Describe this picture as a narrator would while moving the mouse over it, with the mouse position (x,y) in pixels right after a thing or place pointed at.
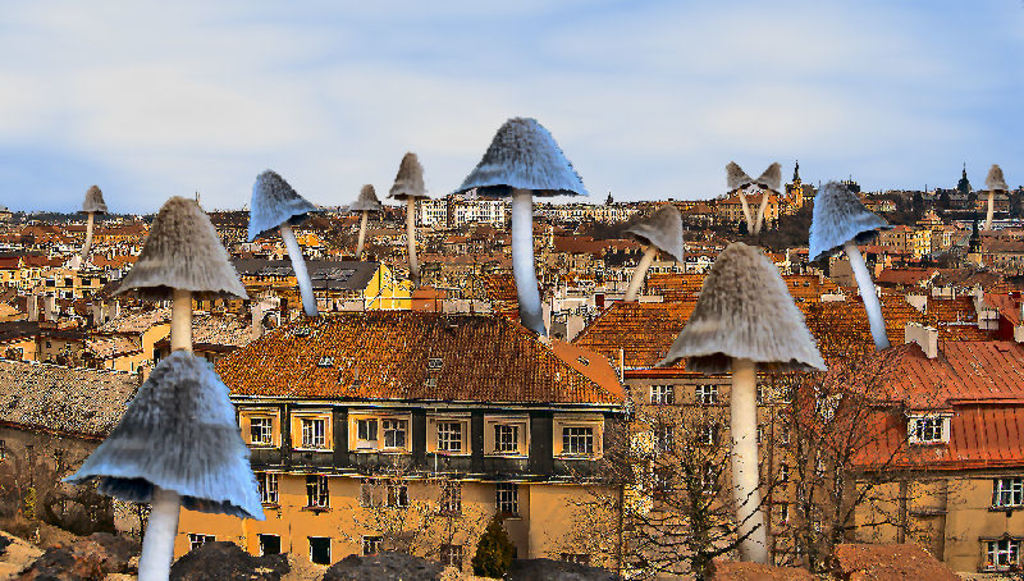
It is an edited picture. In the center of the image (450,220) we can see the sky (505,105), clouds (479,152), buildings (468,311), mushrooms (525,320) and a few other objects (778,237).
